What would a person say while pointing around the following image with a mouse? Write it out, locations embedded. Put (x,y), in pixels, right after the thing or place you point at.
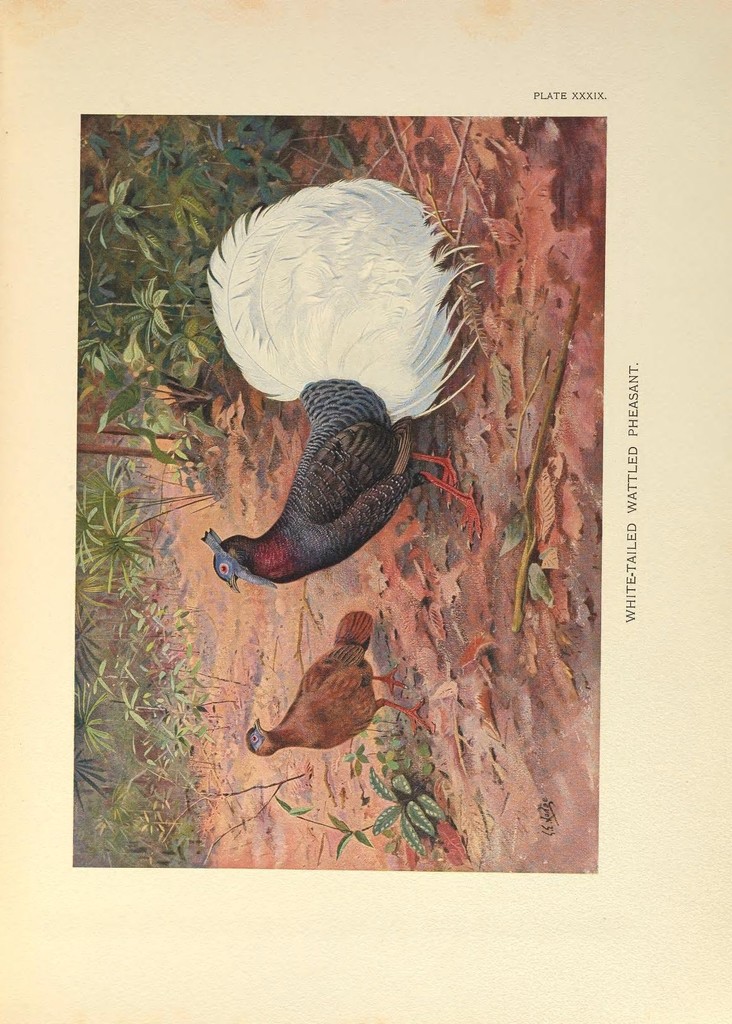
There is a poster (428,306) in the foreground area of the image (407,569), where we can see greenery (362,749) and birds (407,240).
